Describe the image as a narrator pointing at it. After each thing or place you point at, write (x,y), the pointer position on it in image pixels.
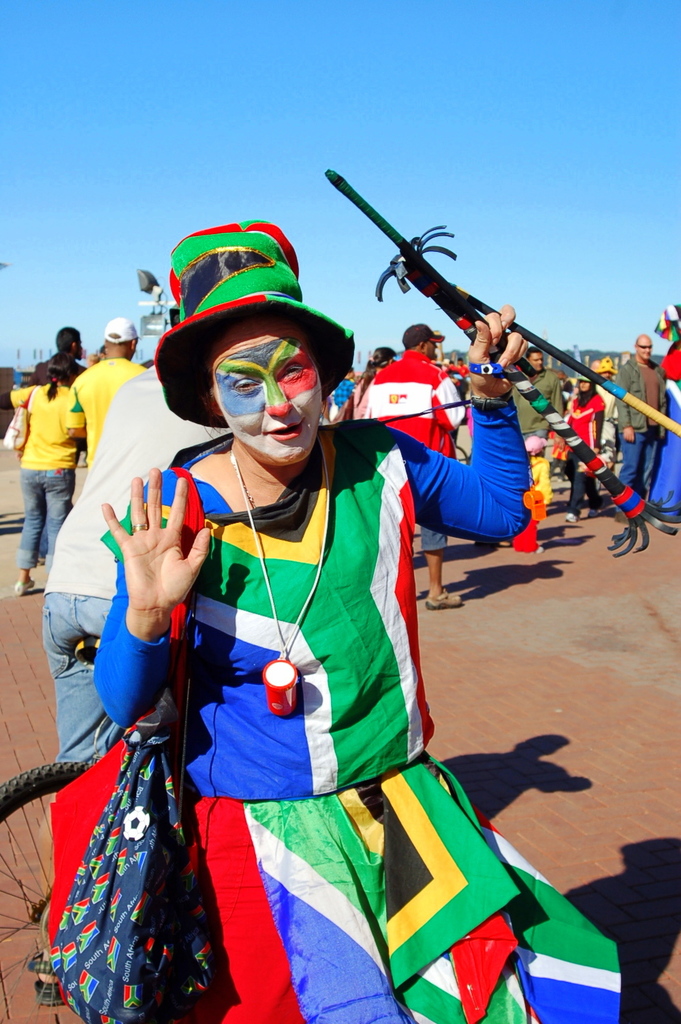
In this image I can see the person (401,525) with the costume (393,530) and the person (318,597) holding the stick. To the side I can see the bicycle wheel (13,799). In the background (394,413) I can see the group of people (592,487) with different color dresses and there is a sky (305,170) in the back (305,170).
